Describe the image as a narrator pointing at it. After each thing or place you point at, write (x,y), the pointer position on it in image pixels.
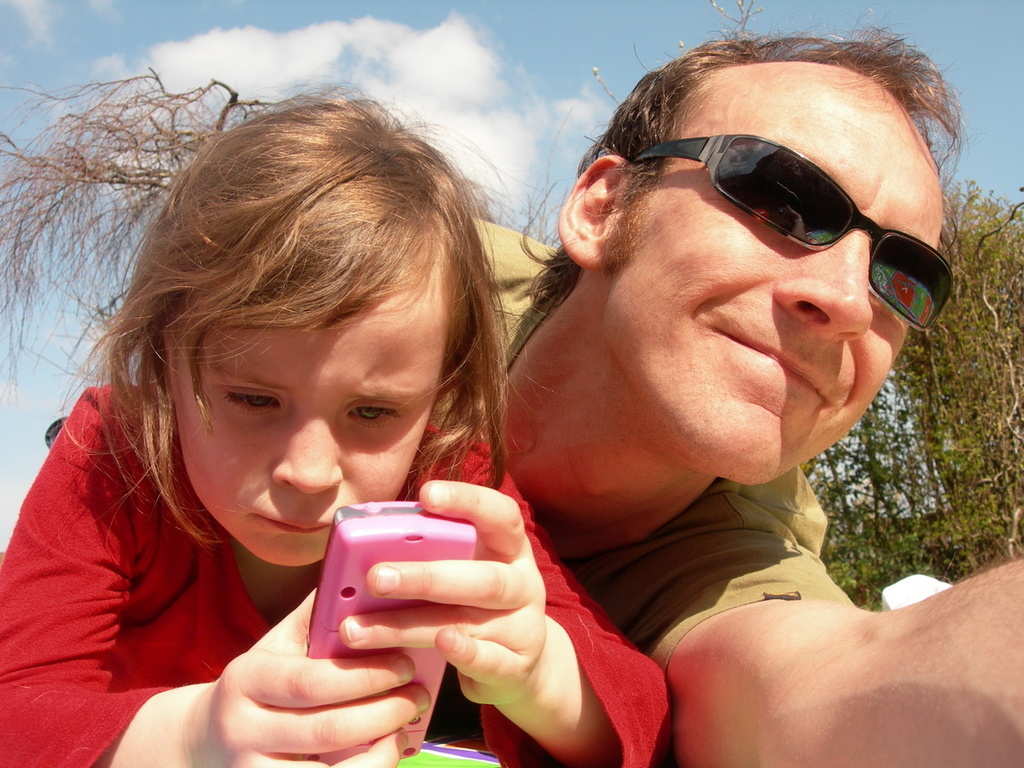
There is one man (733,398) wearing black color goggles (824,230) in the middle of this image (639,305), and there is one girl (310,440) holding a mobile (358,580) on the left side of this image (249,447). There are some trees (854,478) on the right side of this image (879,428), and there is a cloudy sky (463,70) in the background (280,46).
